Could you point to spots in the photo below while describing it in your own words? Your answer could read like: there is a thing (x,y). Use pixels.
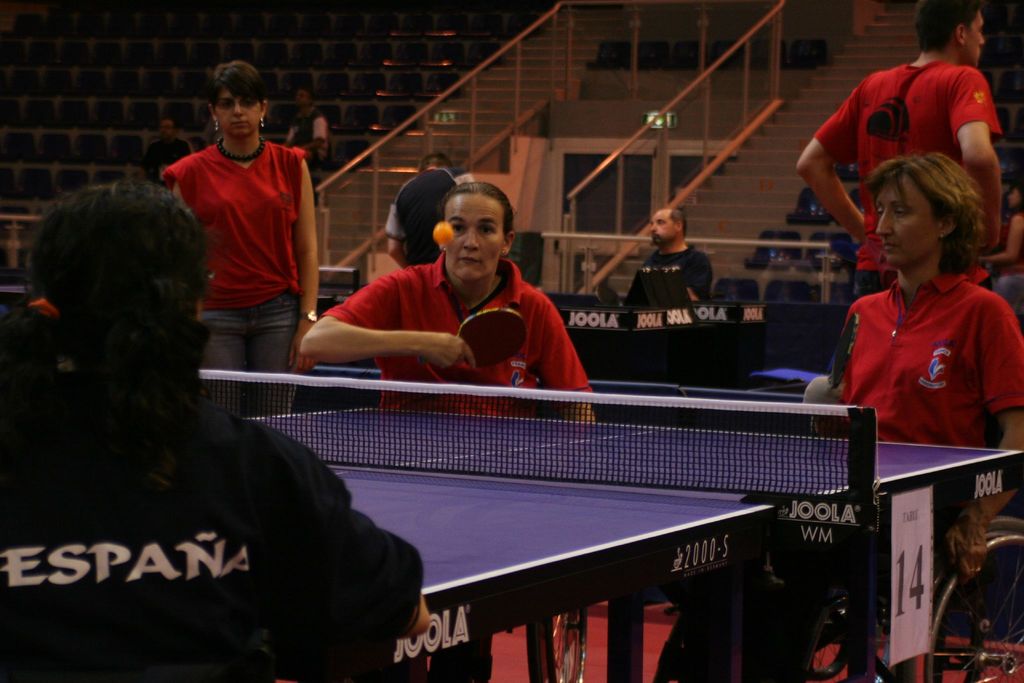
There are handicapped people (408,359) playing table tennis and there are some other people (440,192) in the background (261,206).
